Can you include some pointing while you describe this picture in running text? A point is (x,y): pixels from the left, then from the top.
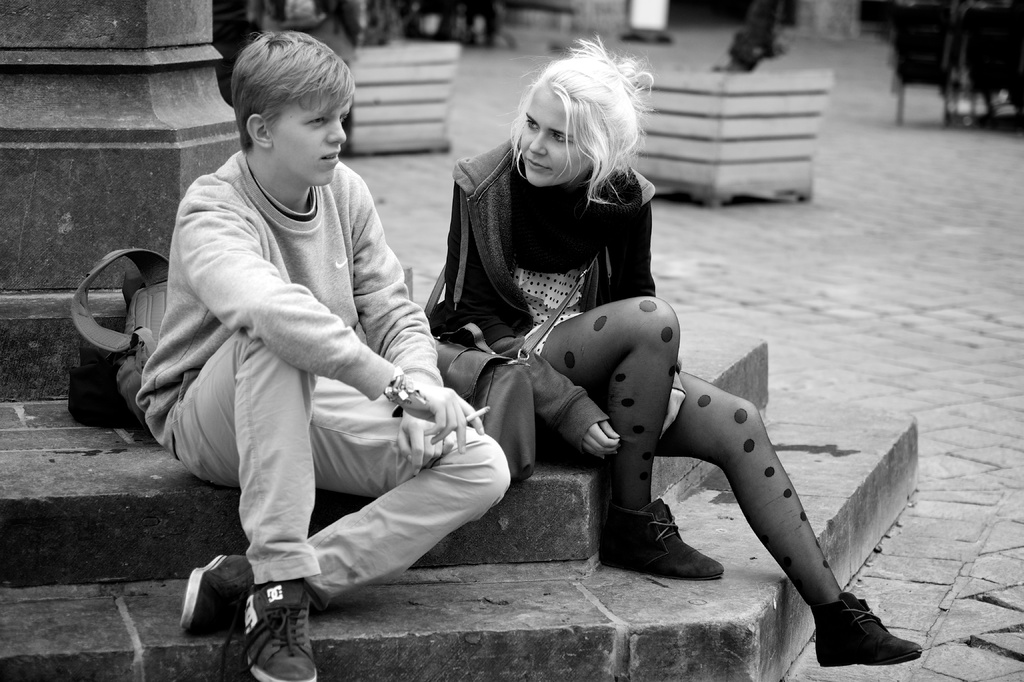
In this image we can see two people (549,397) are sitting on the staircase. There are few objects (710,133) on the ground (801,262). There is a pillar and a backpack (135,330) at the left side of the image (136,342).
